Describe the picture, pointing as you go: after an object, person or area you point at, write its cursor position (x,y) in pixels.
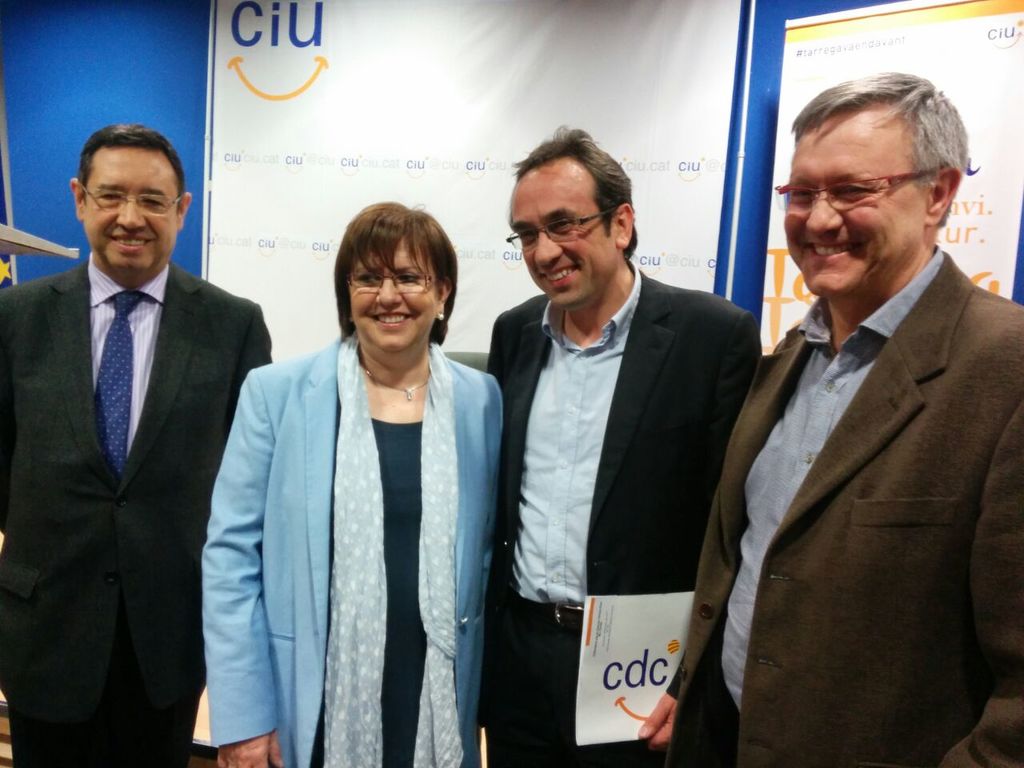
In this picture we can see three men (560,420) and a women (439,462) standing in the front (607,508), smiling and giving a pose into the camera. Behind we can see white color banners (363,77) on the blue wall (53,52).
